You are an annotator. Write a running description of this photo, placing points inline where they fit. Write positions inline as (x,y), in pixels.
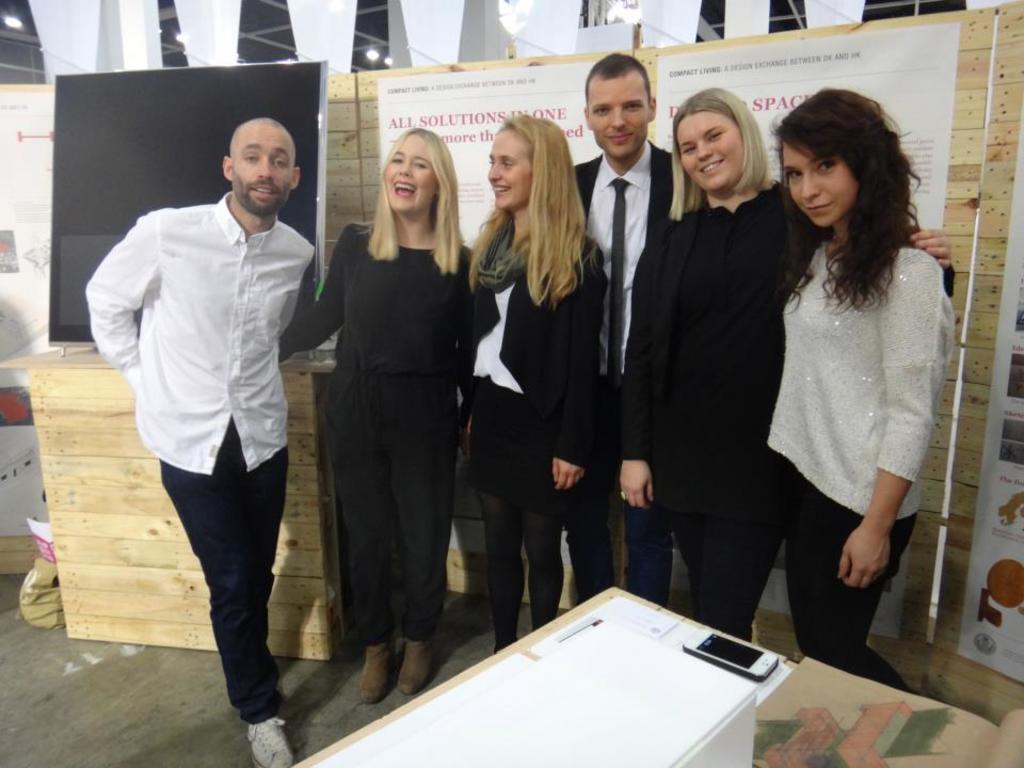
In this image there are a few people (385,410) standing with a smile on their face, in front of them there is a mobile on top of a table (574,723), behind them there are wooden boards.
